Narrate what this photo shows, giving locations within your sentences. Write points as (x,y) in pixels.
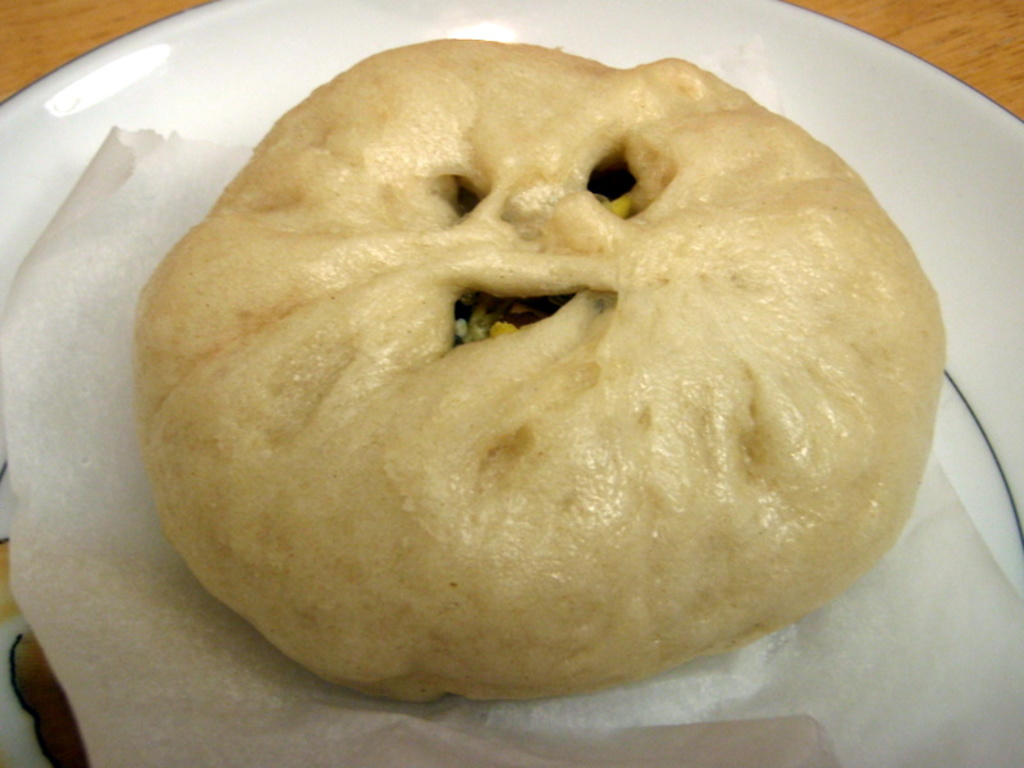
Here I can see a plate (742,2) which consists of food item (626,266). This plate (908,123) is placed on a table (976,53).
